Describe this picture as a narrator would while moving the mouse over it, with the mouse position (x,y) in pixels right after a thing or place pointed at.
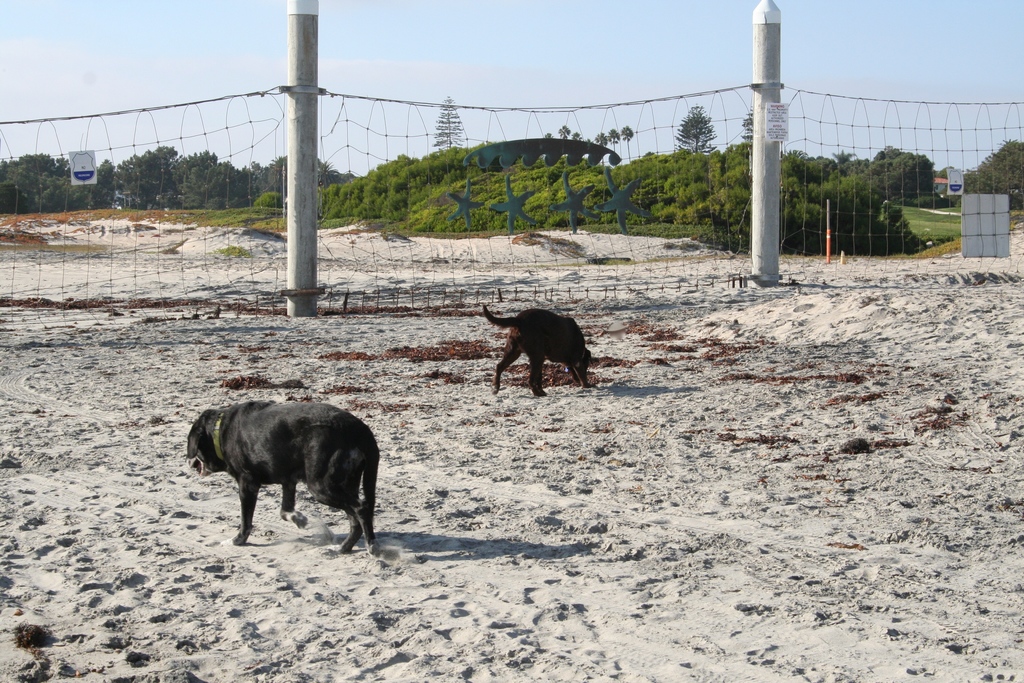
In the image there are two dogs (348,466) walking on the sand (570,412) with a net (160,141) in front of them and in the background (607,197) there are trees (154,173) and above its sky (140,63).
